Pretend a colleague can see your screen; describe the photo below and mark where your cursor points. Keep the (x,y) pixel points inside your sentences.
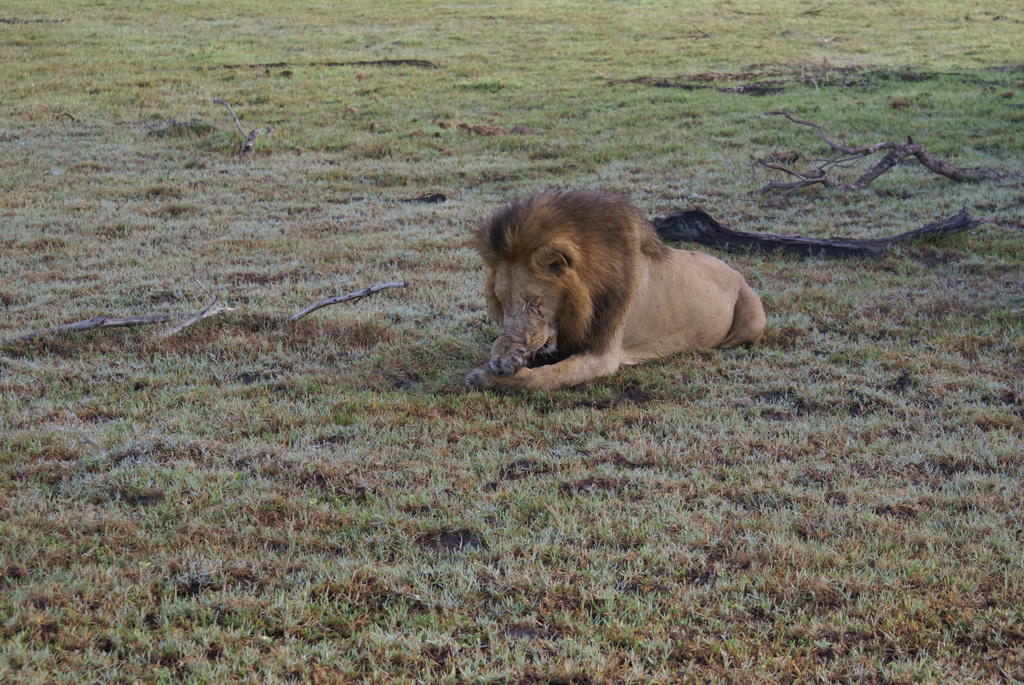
In this picture I can see there is a lion (584,374) sitting on the floor (405,560) and there is grass (394,426), and few twigs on the floor (297,212).
